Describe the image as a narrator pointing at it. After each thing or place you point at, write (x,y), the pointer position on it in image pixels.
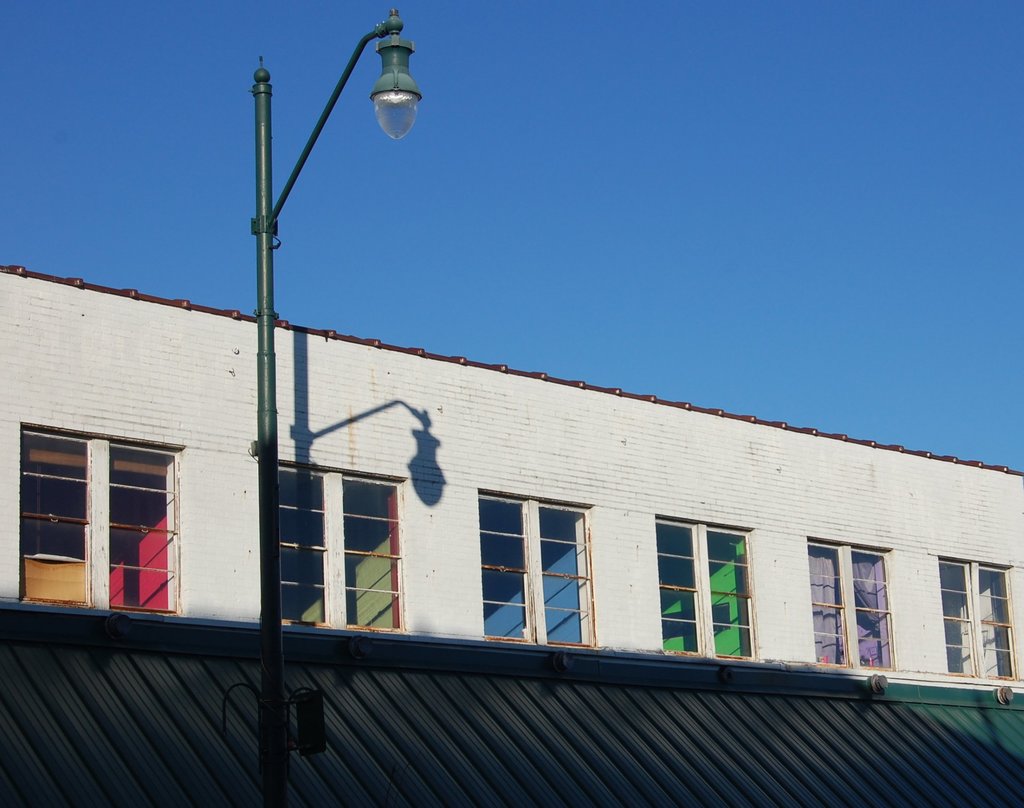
In this picture I can observe a pole (304,164) to which a light (388,120) is fixed on the left side (263,712). I can observe a building (435,561) in the middle of the picture (518,490). In the background (606,244) there is sky (644,150).
